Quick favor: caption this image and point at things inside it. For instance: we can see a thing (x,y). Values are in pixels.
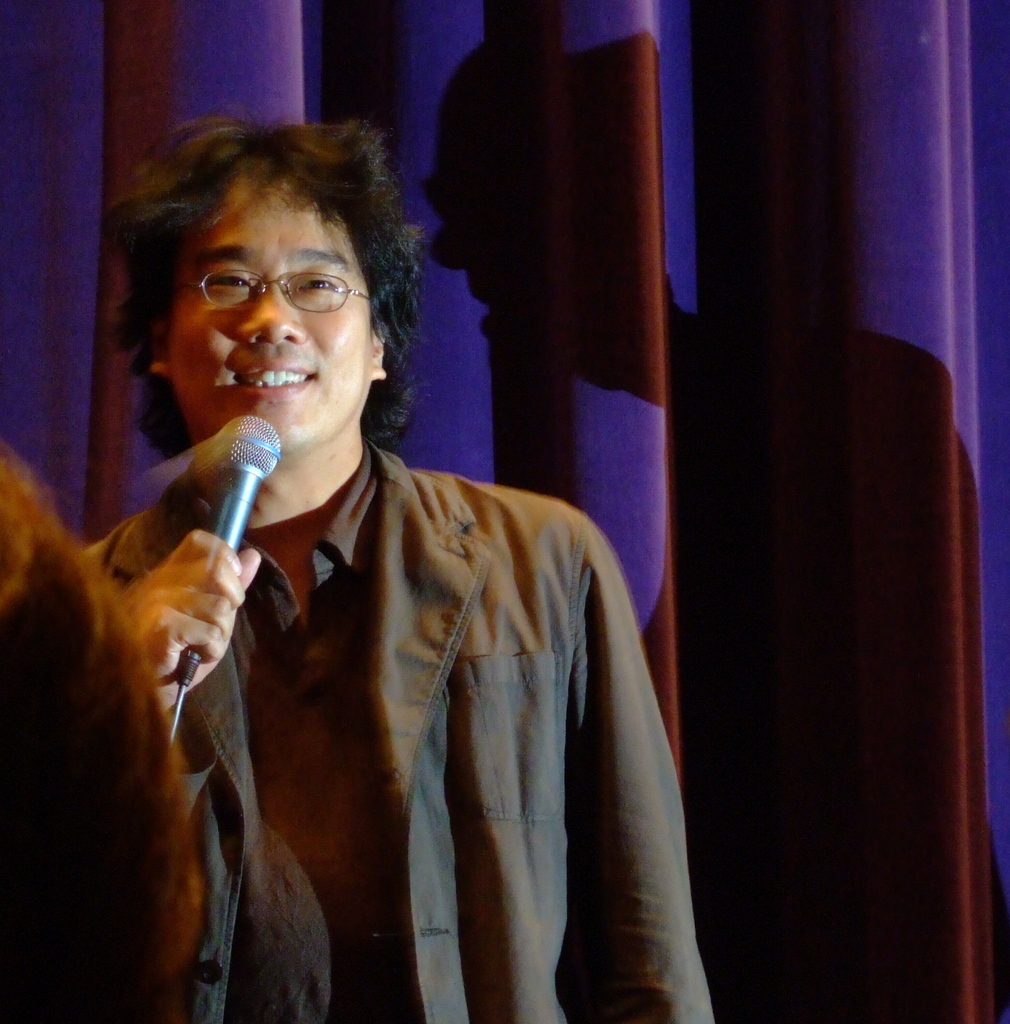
In this image there is a man (245,813) standing with a mic (224,503) in his hand (210,546) and smiling. At the background (648,163) there a curtain (644,192).
